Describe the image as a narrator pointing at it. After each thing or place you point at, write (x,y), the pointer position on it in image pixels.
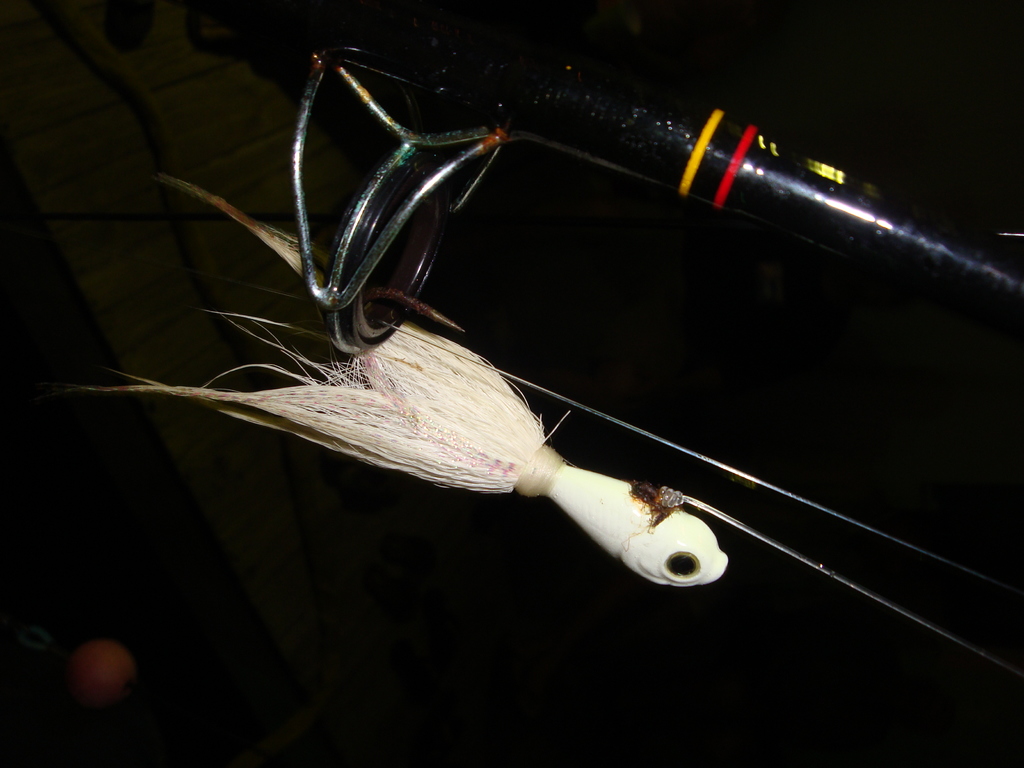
In this image I can see a fishing jig (461,481) kept on fishing rod (410,180) and background (739,362) is dark view.
